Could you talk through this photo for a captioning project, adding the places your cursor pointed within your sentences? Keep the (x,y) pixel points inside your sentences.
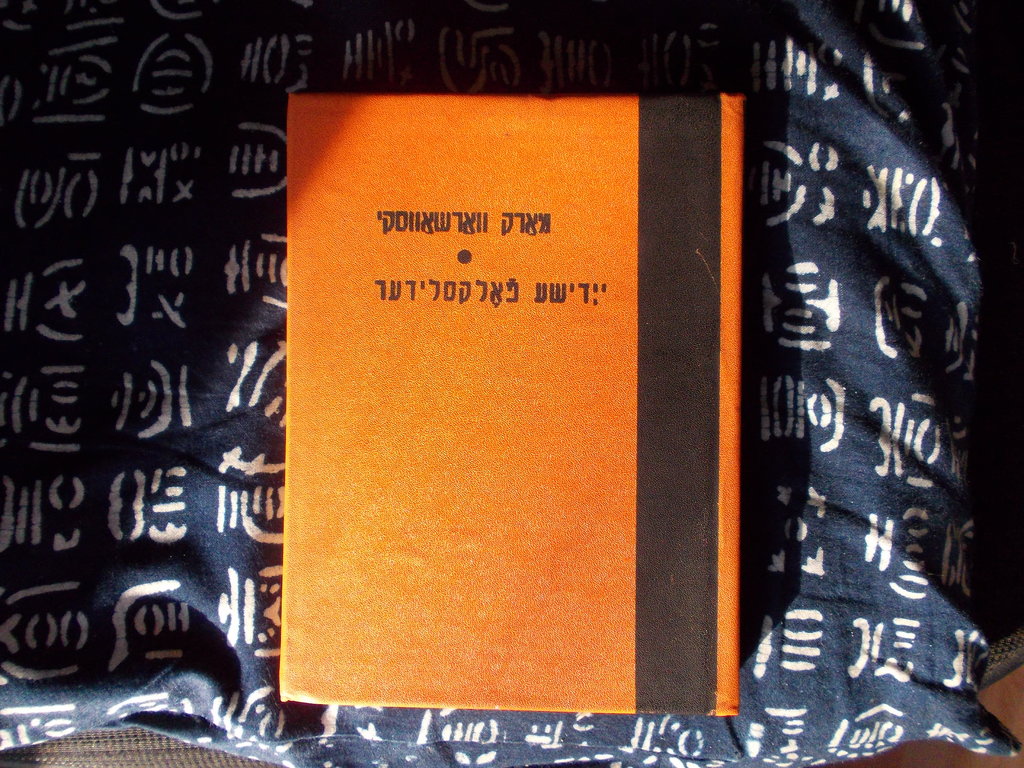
In this image I can see the orange and black color book (616,492) on the white and navy-blue color cloth (831,602).
